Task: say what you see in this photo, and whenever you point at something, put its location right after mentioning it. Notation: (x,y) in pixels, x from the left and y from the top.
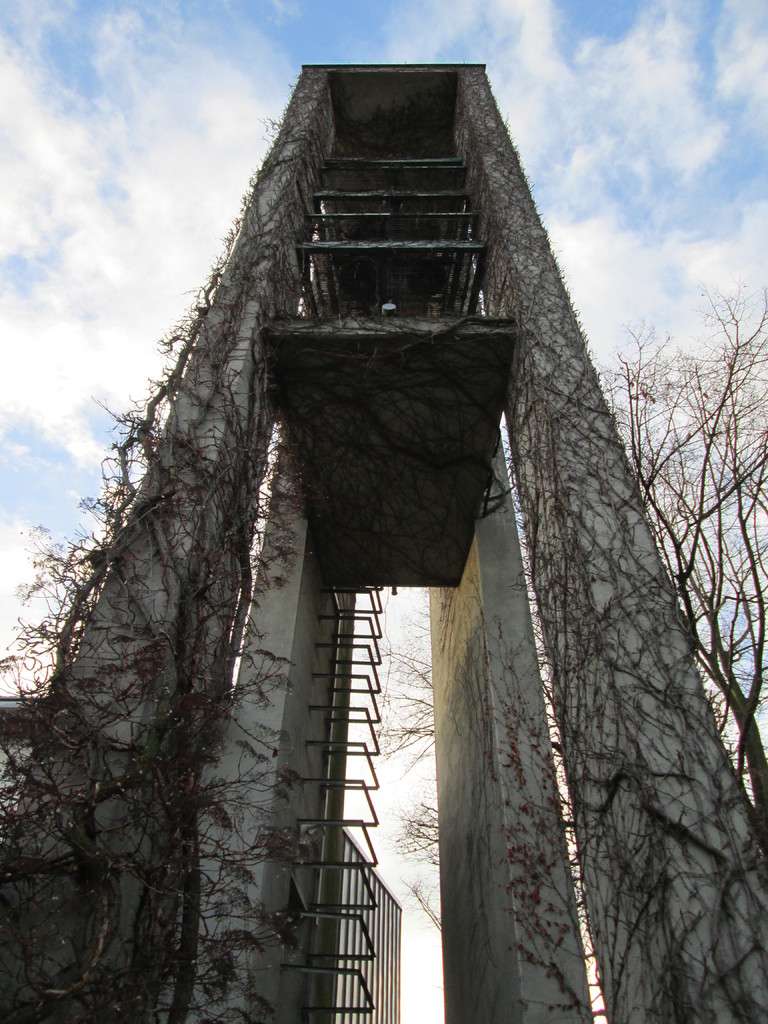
This picture is clicked outside. In the foreground (186,575) we can see a tower like object (552,575) and we can see the metal rods (338,617), dry stems (688,591) and branches (69,866) of the trees (79,802). In the background (237,69) we can see the sky (565,55) with the clouds (9,403).
